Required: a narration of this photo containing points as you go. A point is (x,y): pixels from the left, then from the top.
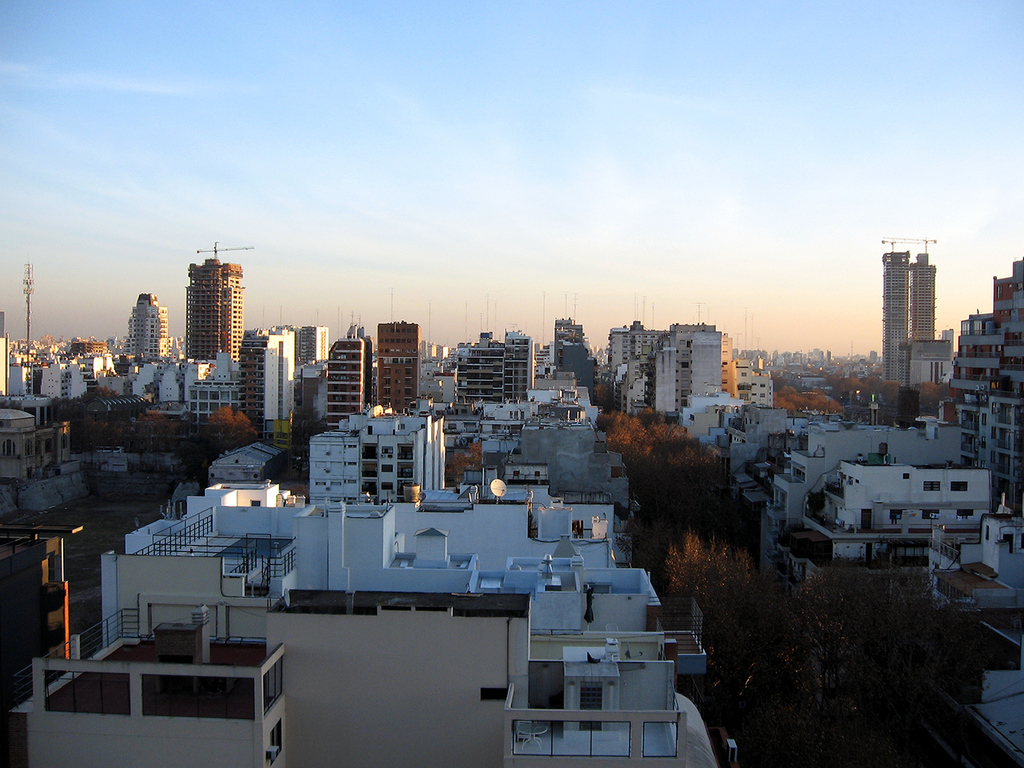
In this image there are trees (746,665) and buildings (407,475). Top of the image (304,208) there is sky (792,223).
